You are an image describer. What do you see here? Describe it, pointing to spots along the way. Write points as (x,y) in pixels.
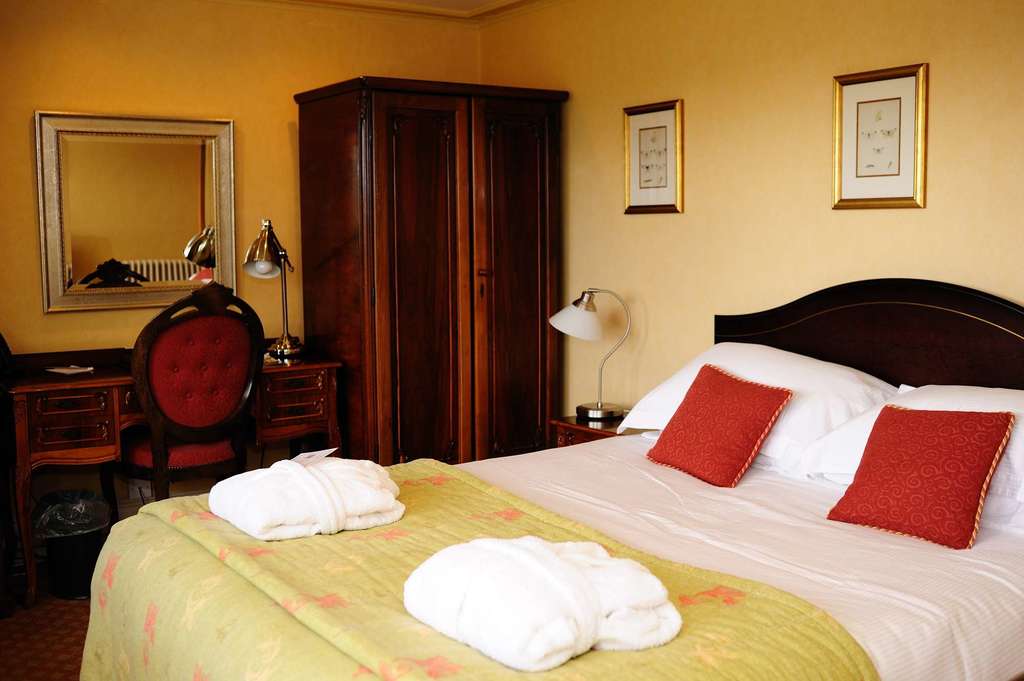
This is the inner view of a room (207,385). At the top of the image (56,200) we can see mirror (126,148), bed lamp (271,258) on the table (315,385) and a chair (192,387). Beside the table (319,373) we can see a wardrobe (409,218) and a bed lamp (596,407) on the side table (584,420). At the bottom of the image (328,594) we can see cot (583,522), towels (508,549), quilt (454,518), blanket (536,485), pillows (975,401), cushions (974,423) and wall hangings (886,72) attached to the wall (617,142).
